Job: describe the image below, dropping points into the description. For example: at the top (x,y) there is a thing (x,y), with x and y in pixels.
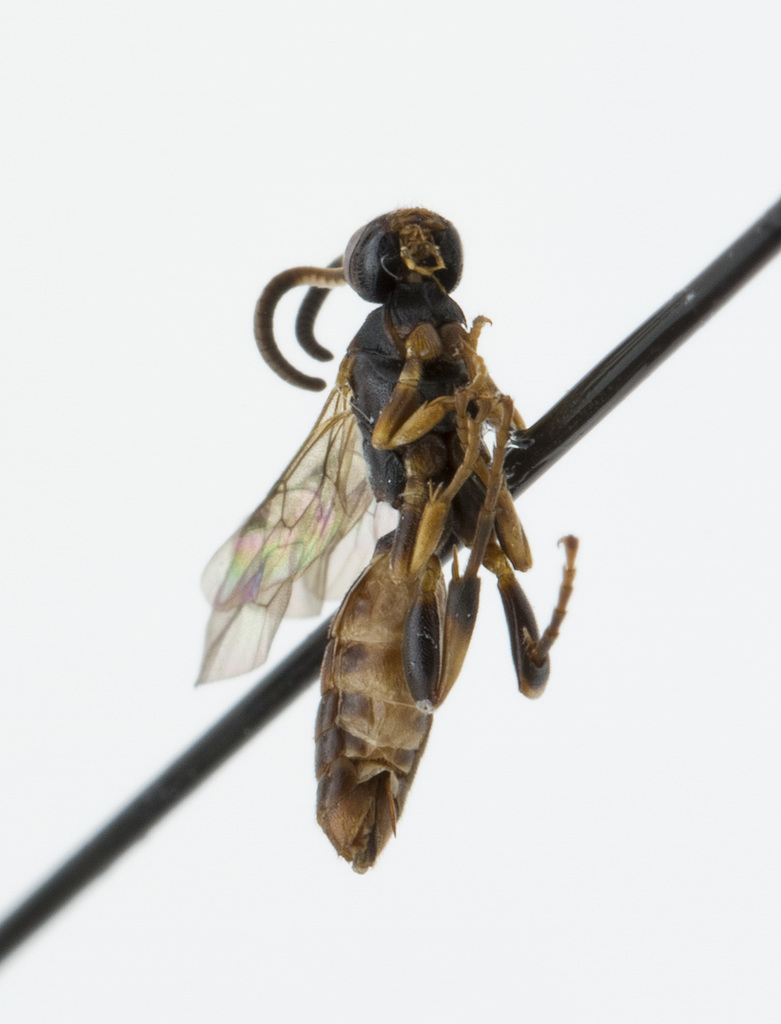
In the picture I can see the hornet insect (396,452).
